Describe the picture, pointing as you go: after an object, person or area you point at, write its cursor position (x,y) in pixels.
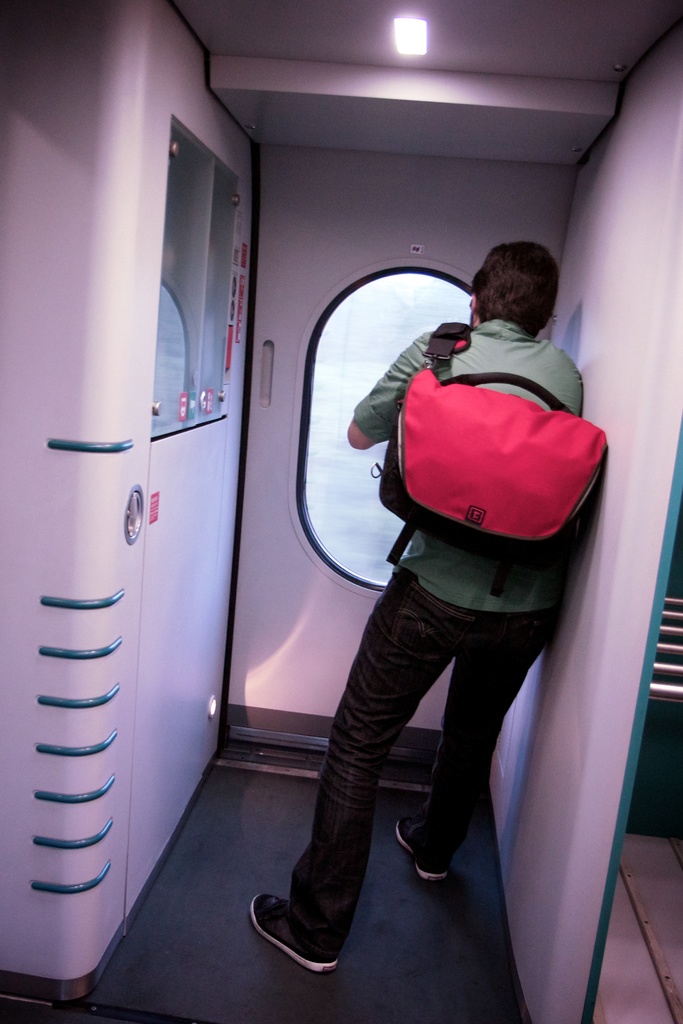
In this picture we can see a person (477,296), a bag (483,508), light (417,46) and other objects (345,343).
